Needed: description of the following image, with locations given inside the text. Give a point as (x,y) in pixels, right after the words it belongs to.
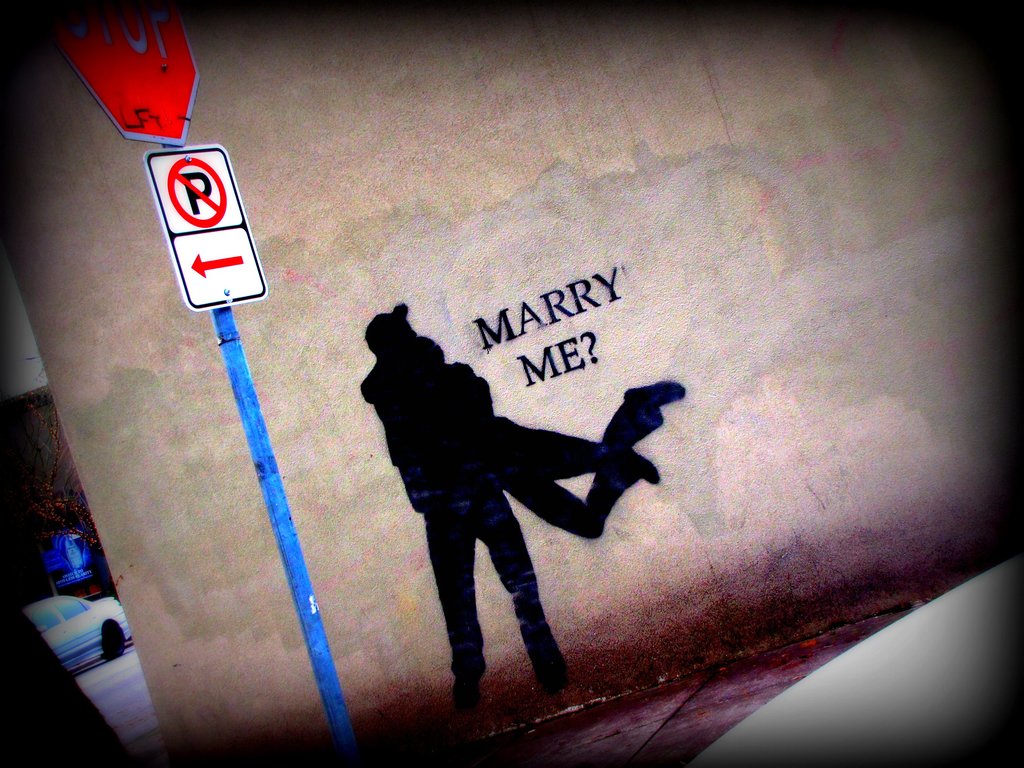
In the center of the image (470,409) we can see the drawing (458,469) of two persons (527,459) with text (534,320) on the wall (582,301). We can also see a stop sign board (184,121) to the pole (230,323). On the left (86,633) there is a vehicle (86,633) and also the tree (54,490) and road (110,695).
